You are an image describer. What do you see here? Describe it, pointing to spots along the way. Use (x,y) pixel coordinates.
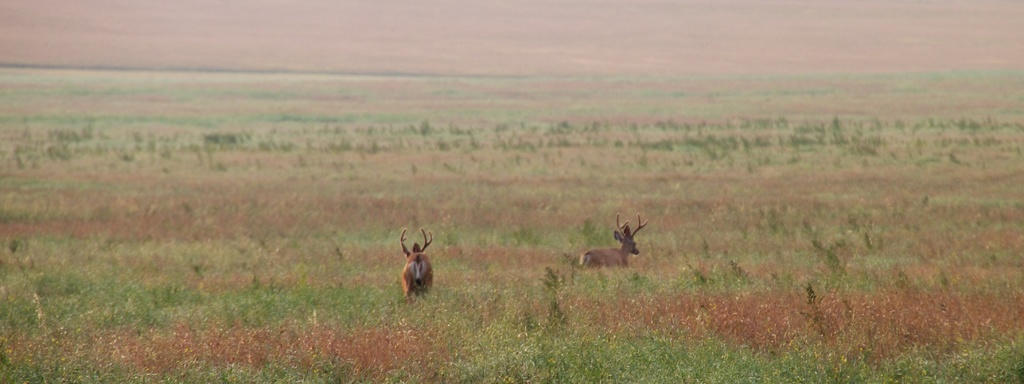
In this picture we can see deer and plants (710,212). In the background of the image (191,56) it is blurry.
